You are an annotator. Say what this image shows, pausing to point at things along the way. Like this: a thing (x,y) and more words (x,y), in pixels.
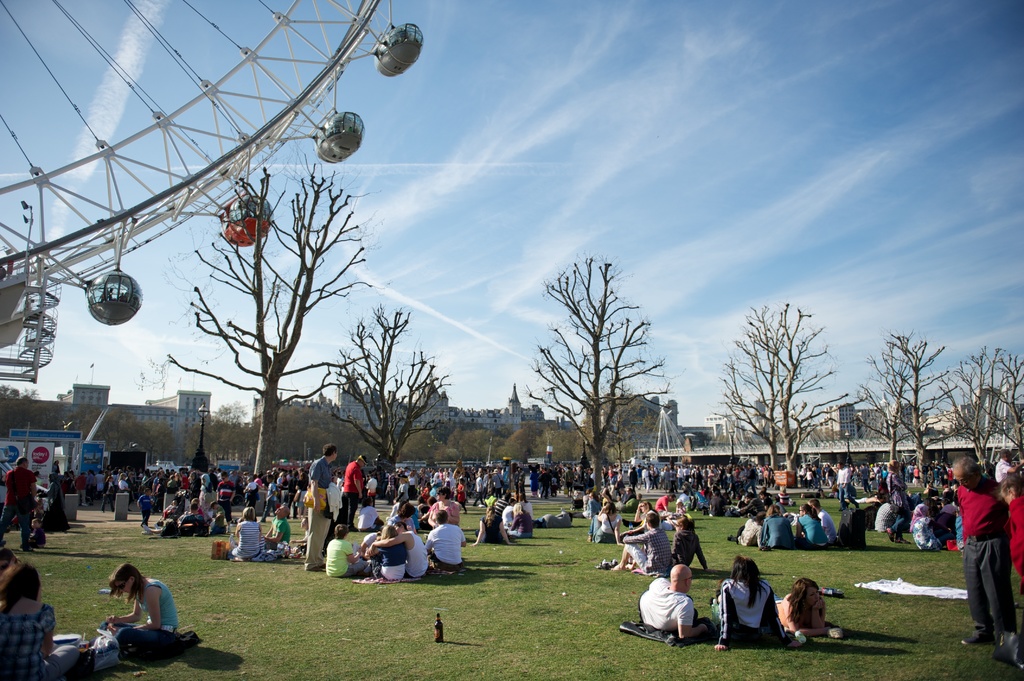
In this image we can see few people (409,547) sitting and few people (70,472) standing on the ground (501,591), there is a bottle (437,639), cloth (887,590) and few objects (224,554) on the ground (408,585), there is a giant wheel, there are few buildings (704,432), trees (808,431) and the sky (159,228) in the background (111,442).
